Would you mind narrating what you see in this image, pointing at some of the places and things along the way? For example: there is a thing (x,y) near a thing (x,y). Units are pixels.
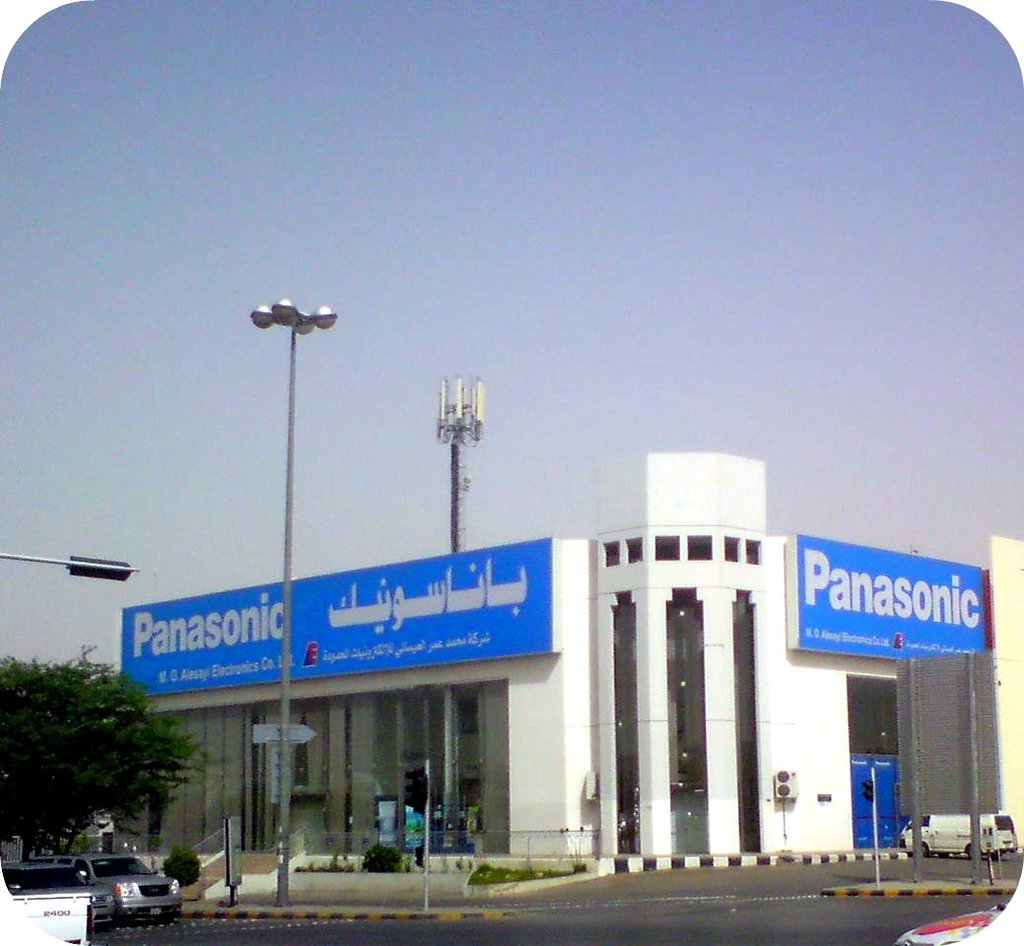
In the picture we can see a building (343,791) of a showroom (806,758) and written on it as Panasonic and near to the building (793,754) we can see vehicles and poles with lights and beside the building (741,750) we can see a tree (59,843) and top of the building (398,684) with a pole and antenna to it and behind it we can see a sky (580,531).
